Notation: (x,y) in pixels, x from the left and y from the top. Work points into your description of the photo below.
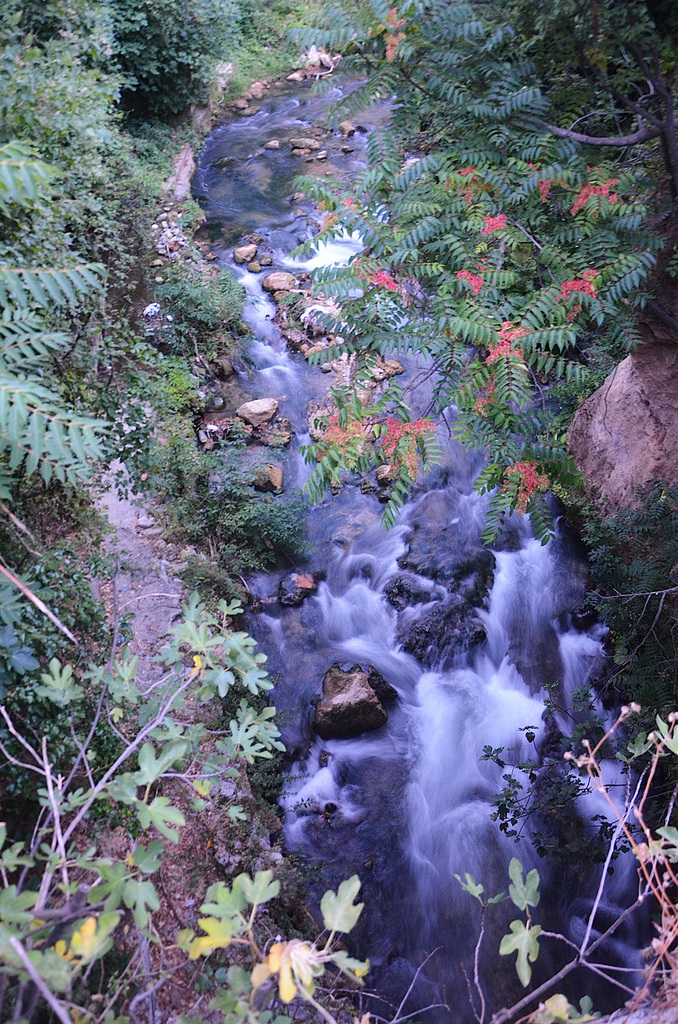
In this image I can see water (441,740), few stones (402,618) and number of trees (67,275).
